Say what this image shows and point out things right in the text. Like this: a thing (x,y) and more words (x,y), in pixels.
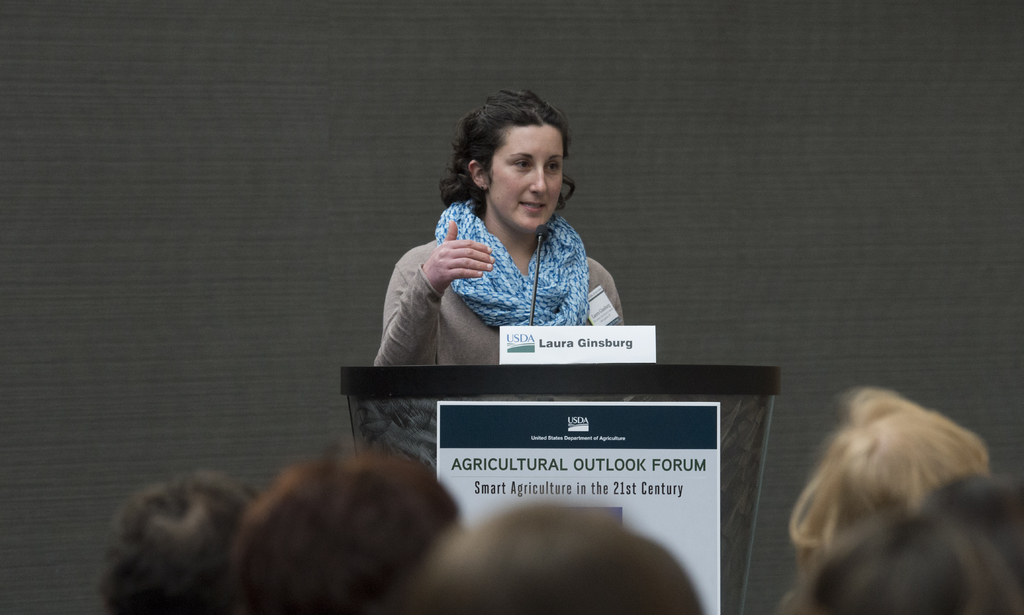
In this image I can see a woman (484,270) is standing in front of a podium (530,471). The woman (466,257) is wearing a blue color scarf (489,273) and a T-shirt (430,320). On the podium (585,370) I can see a board (573,350) on which something written on it and microphone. Here I can see some people (556,537).
